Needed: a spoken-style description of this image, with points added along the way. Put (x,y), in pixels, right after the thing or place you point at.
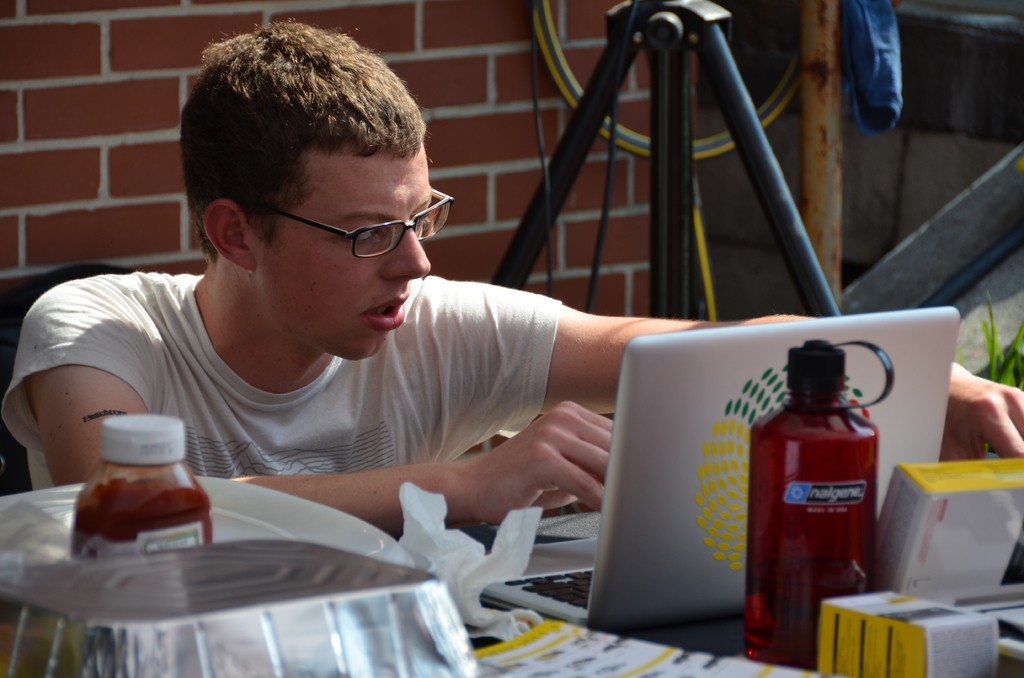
A man (208,104) is sitting at a table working on his laptop (619,499).
